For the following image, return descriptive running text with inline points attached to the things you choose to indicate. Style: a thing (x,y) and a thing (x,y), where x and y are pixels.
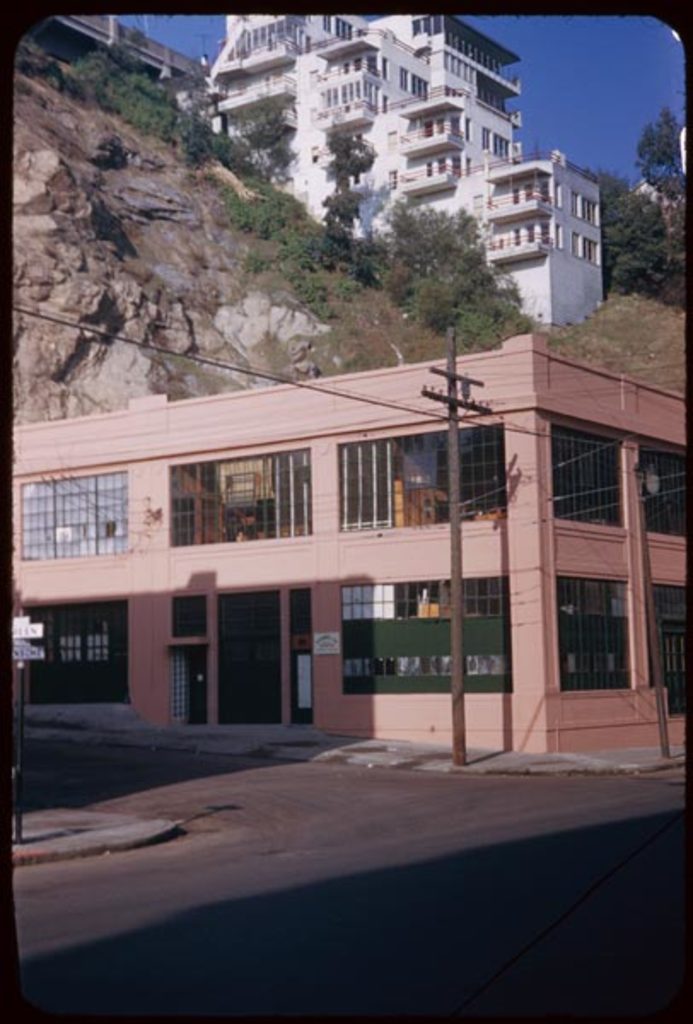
In this picture there is a building (296,590) which is in pink color and there is a mountain (203,260) behind it and there are few buildings (340,125) and trees (365,146) on the mountain (168,157).
